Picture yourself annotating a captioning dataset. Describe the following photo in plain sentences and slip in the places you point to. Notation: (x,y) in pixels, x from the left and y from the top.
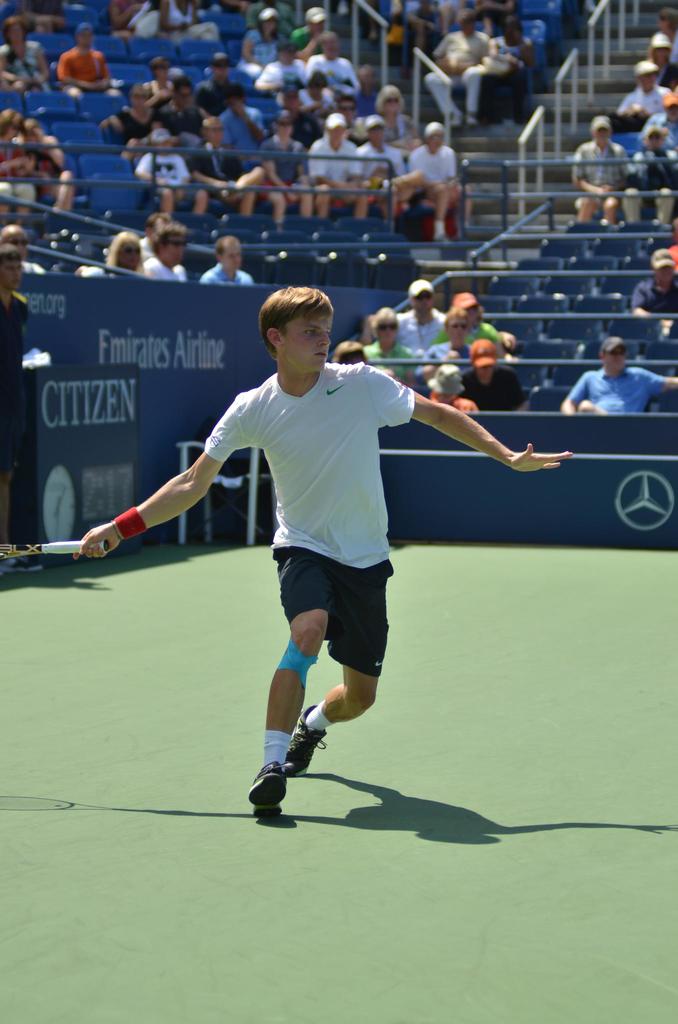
In this image, we can see a person (308,753) is running on the court (357,855) and holding an object (62,553). In the background (171,22), we can see people (486,381) are sitting on the seats (62,43). Here we can see banners (414,481), table (193,443) and rods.
